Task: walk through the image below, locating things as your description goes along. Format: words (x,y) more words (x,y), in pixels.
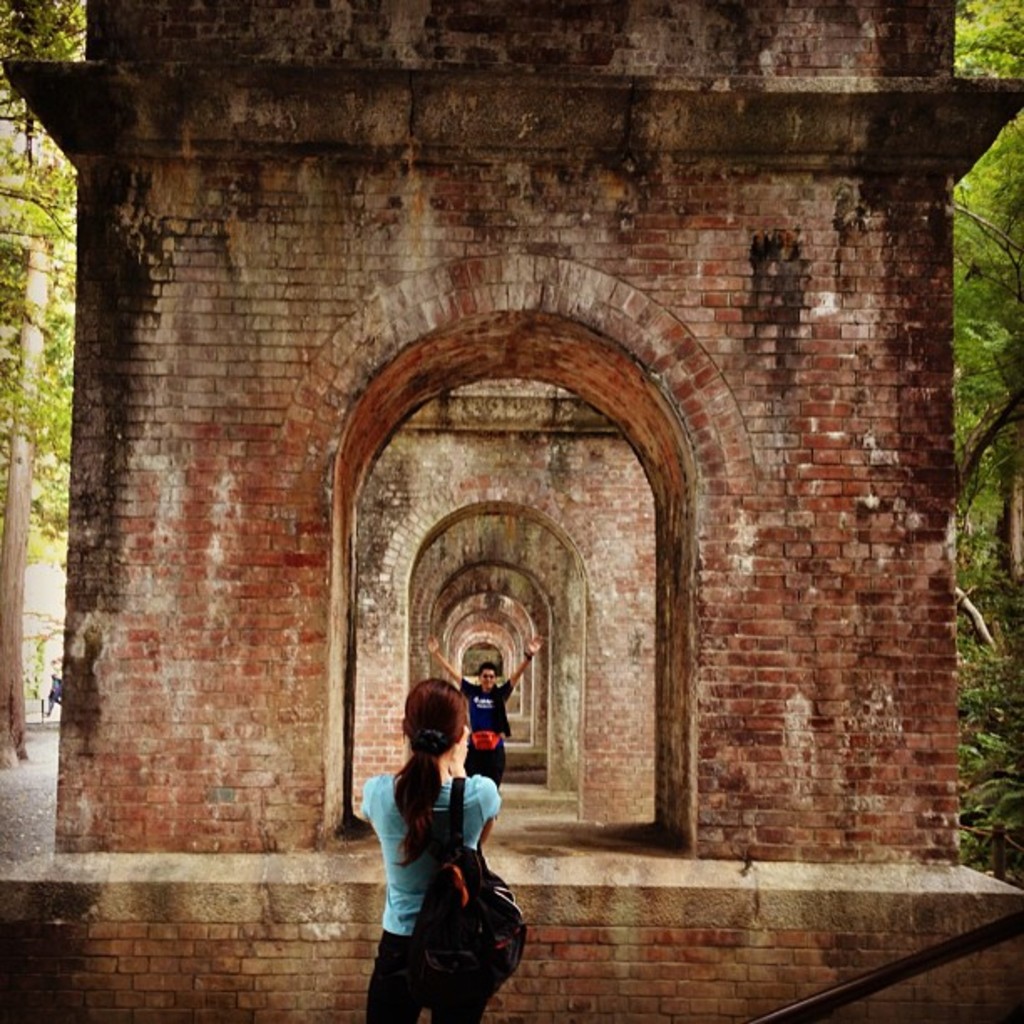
In this image there is a woman (383,824) clicking a picture of a person (486,685) in front of her, in front of the woman (430,717) there is a wall (515,536), on the either side of the walls (471,235) there are trees (1011,206).
